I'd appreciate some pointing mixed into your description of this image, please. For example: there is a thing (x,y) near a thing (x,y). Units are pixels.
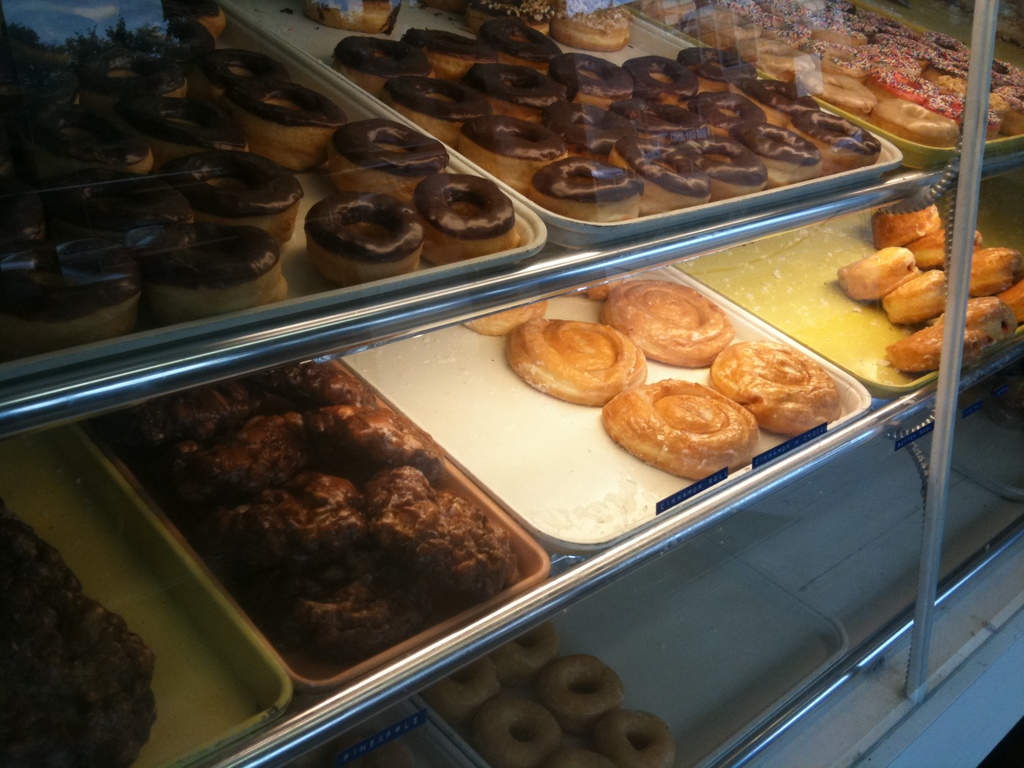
In this image we can see group of donuts (515,734) and some food items (1000,259) are placed on trays (572,449) kept on the racks (900,624). To the right side (979,150), we can see a pole (924,637).
